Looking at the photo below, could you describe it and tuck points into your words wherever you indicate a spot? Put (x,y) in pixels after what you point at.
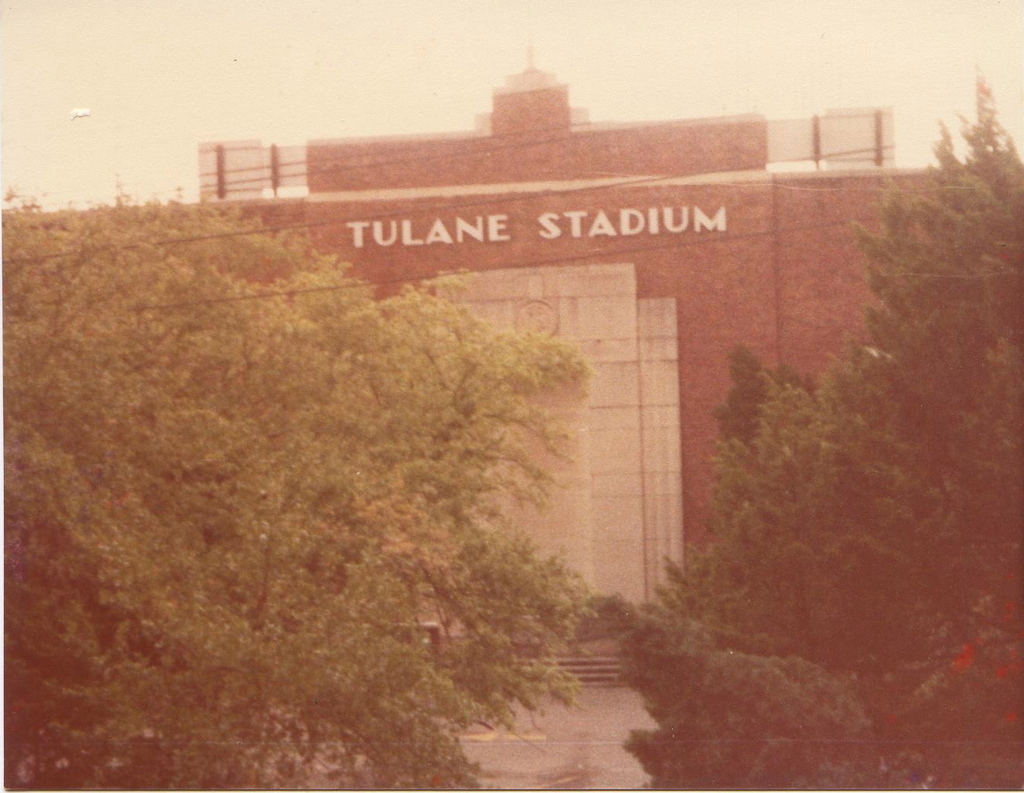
A picture of a "Tulane stadium" (586,310). This stadium walls (706,275) are in red color and white color. In-front of this stadium (678,450) there are trees (472,393).
